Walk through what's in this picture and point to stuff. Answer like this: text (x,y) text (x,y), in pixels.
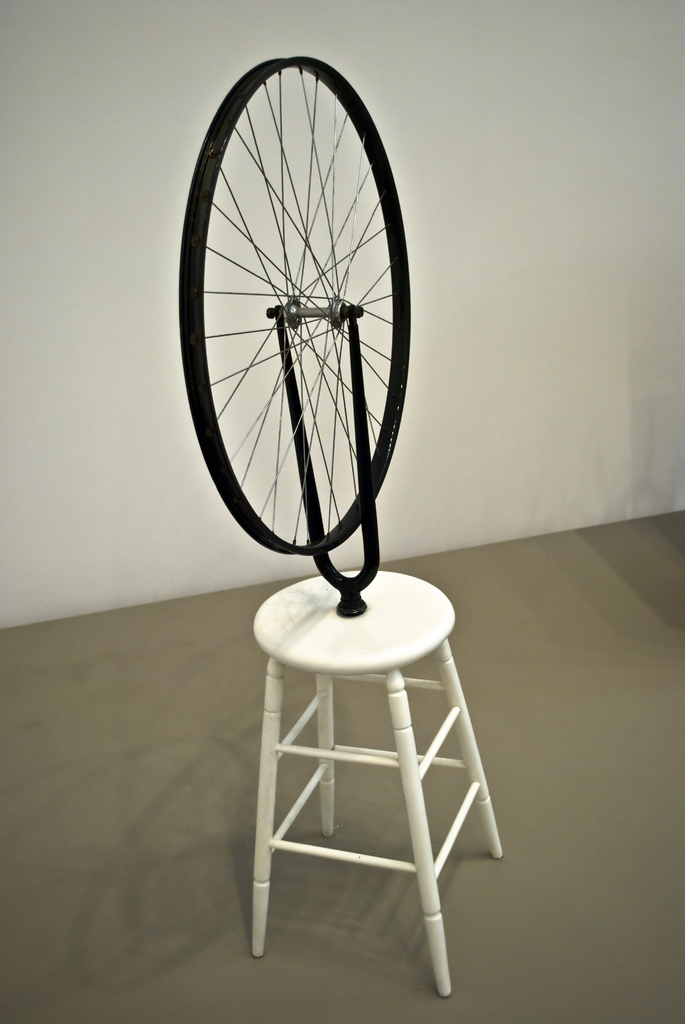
In this image, we can see a wheel (348,97) on the stool (398,602) which is in front of the wall (467,160).
